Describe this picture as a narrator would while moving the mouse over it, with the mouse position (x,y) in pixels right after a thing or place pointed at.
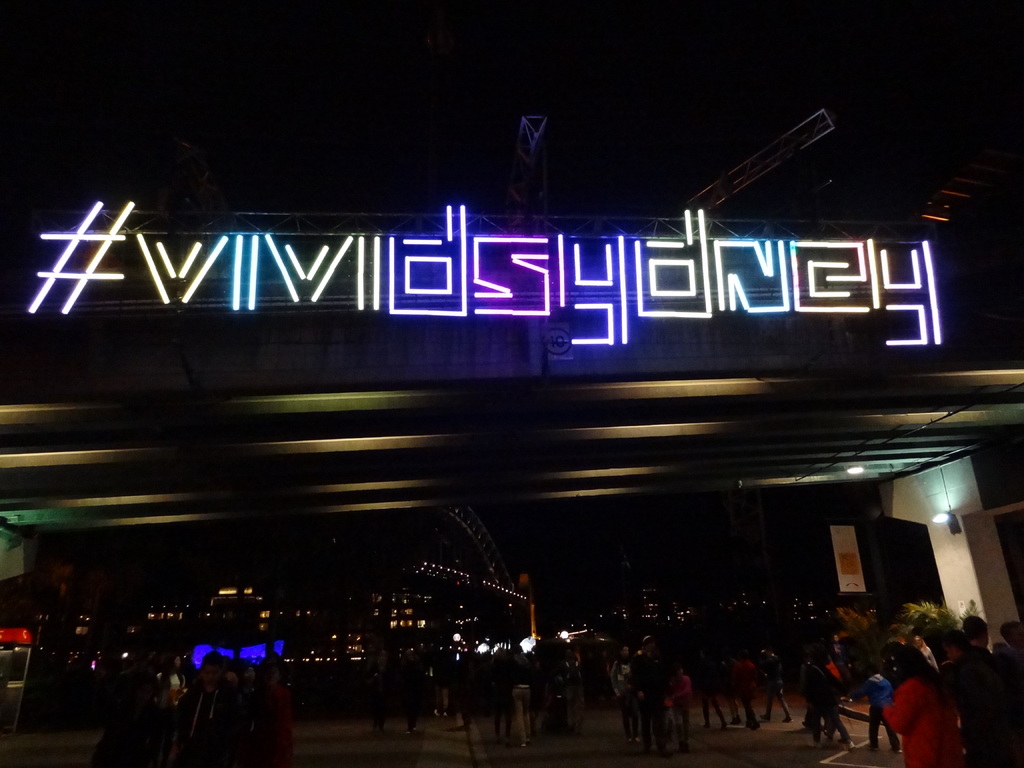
In this picture we can see a group of people (270,762) where some are standing and some are walking on the road (763,748), pillar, lights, name board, banner (838,543) and some objects (386,441) and in the background (715,118) it is dark.
